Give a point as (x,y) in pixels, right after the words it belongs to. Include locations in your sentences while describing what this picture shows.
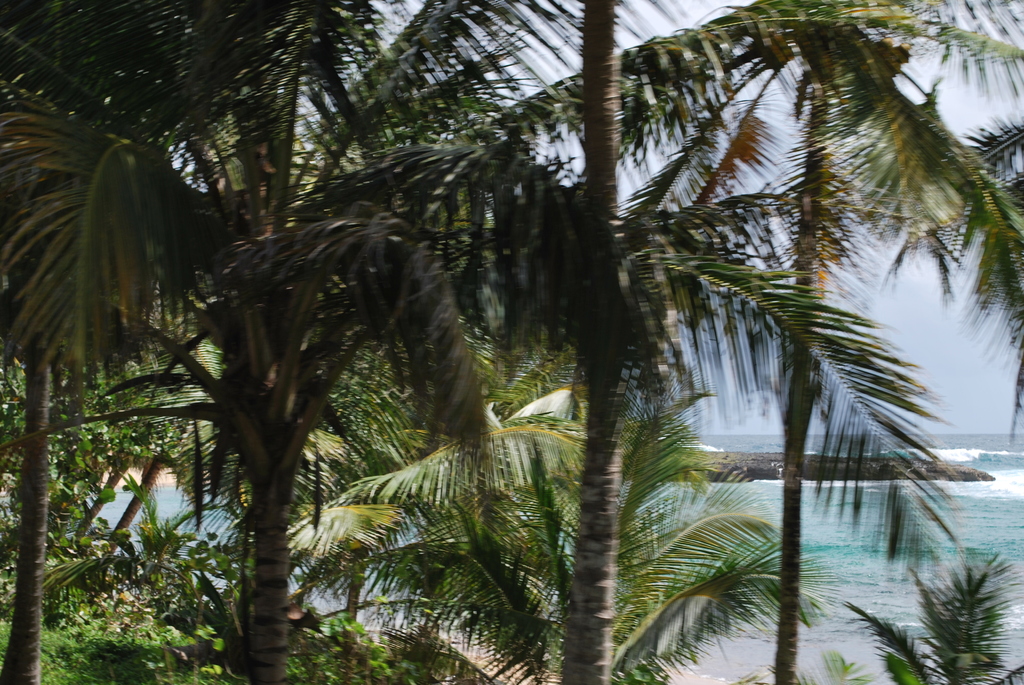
On the left side of the image (298,432) there are huge trees (416,388). On the right side of the image (878,545) there is an ocean (969,510). In the background (958,381) there is a sky (955,392).
